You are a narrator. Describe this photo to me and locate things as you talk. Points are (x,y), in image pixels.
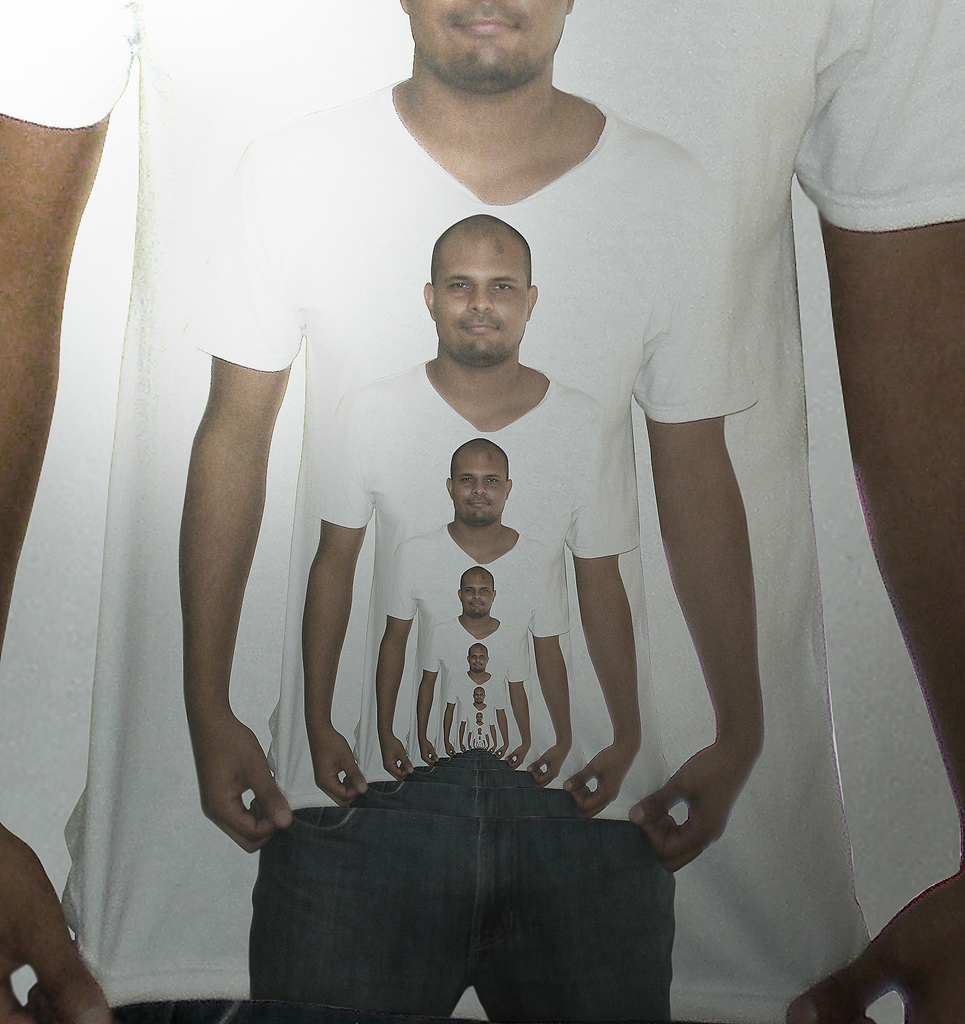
In this image we can see the edited image of a person (652,421).
